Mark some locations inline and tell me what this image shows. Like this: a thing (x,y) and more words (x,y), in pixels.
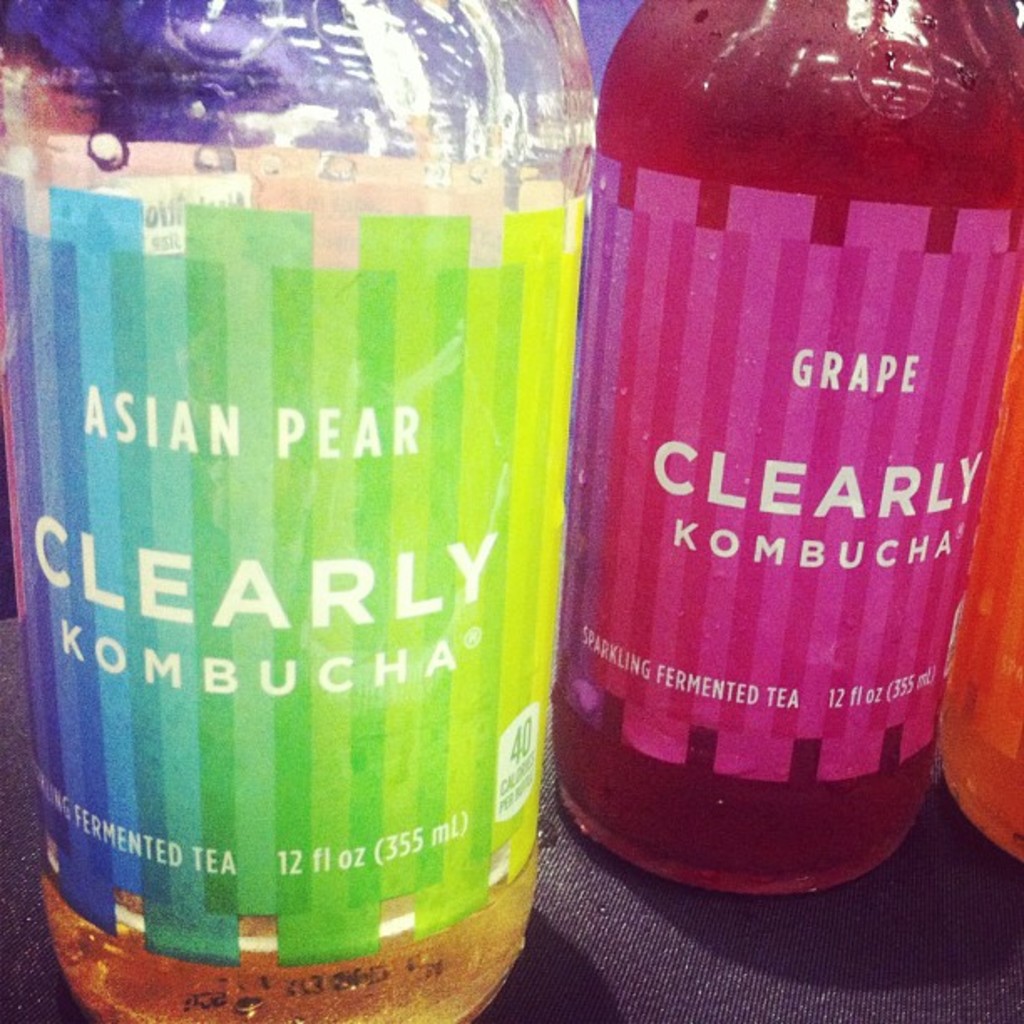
In the foreground of this image (227,565), there are three bottles (754,720) on a black surface (738,1017) and there is a label (382,380) wrapped around it.
